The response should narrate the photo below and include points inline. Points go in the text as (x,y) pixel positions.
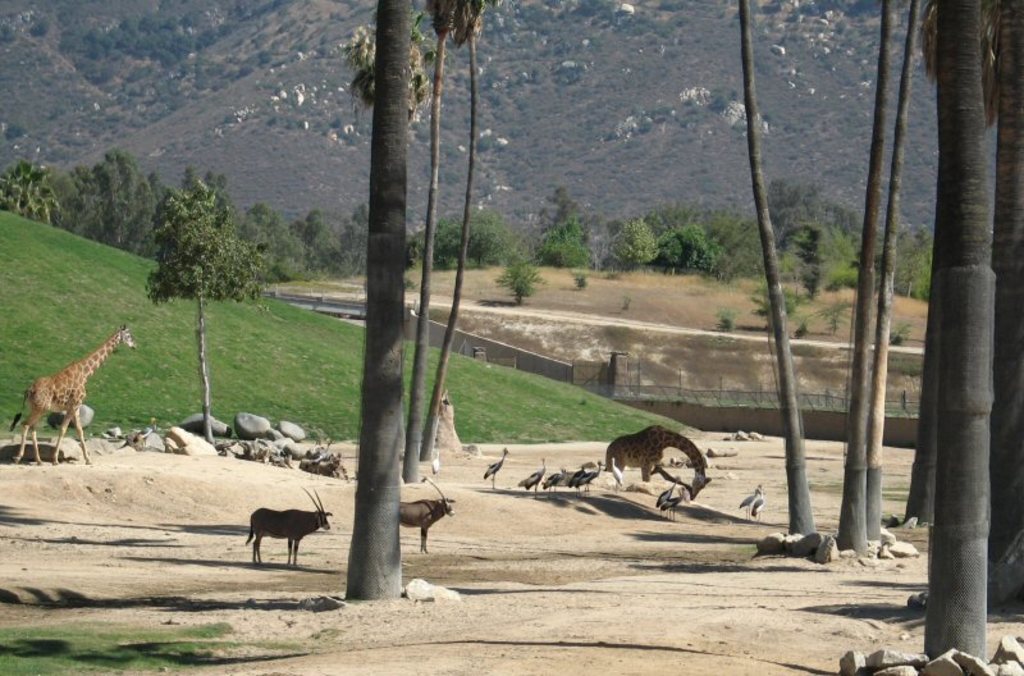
In this picture there are two giraffes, few birds (540,472) and some other animals (414,517) are standing and there are trees (387,236) and mountains (489,140) in the background (553,156).
